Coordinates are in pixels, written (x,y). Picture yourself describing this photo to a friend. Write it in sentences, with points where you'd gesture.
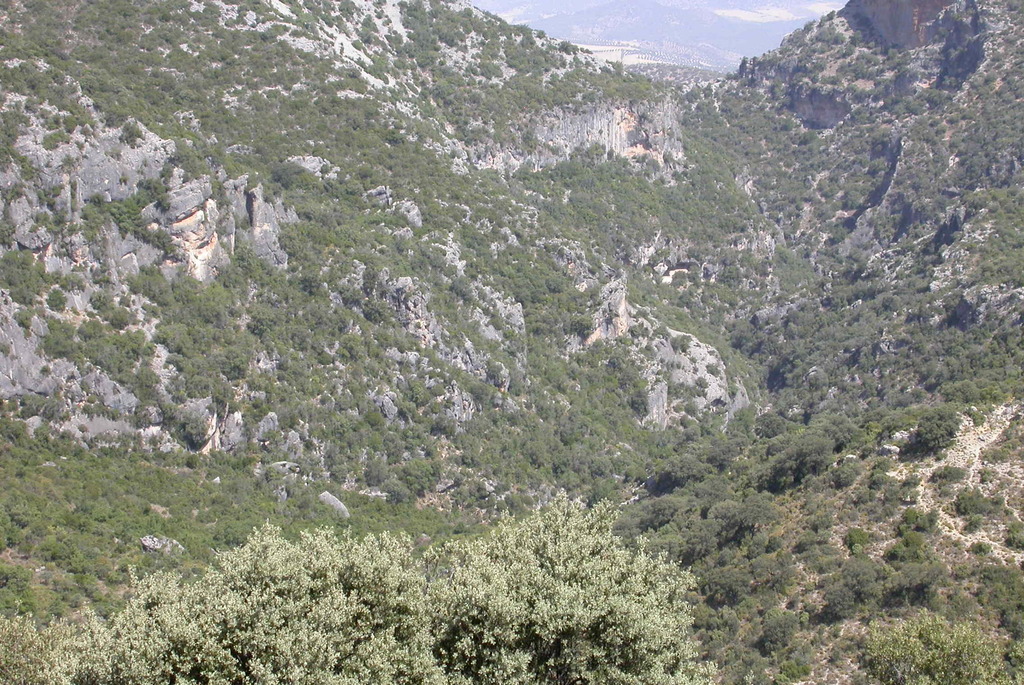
In this image I can see trees (416,572) and mountains (494,283) which are in green color.
